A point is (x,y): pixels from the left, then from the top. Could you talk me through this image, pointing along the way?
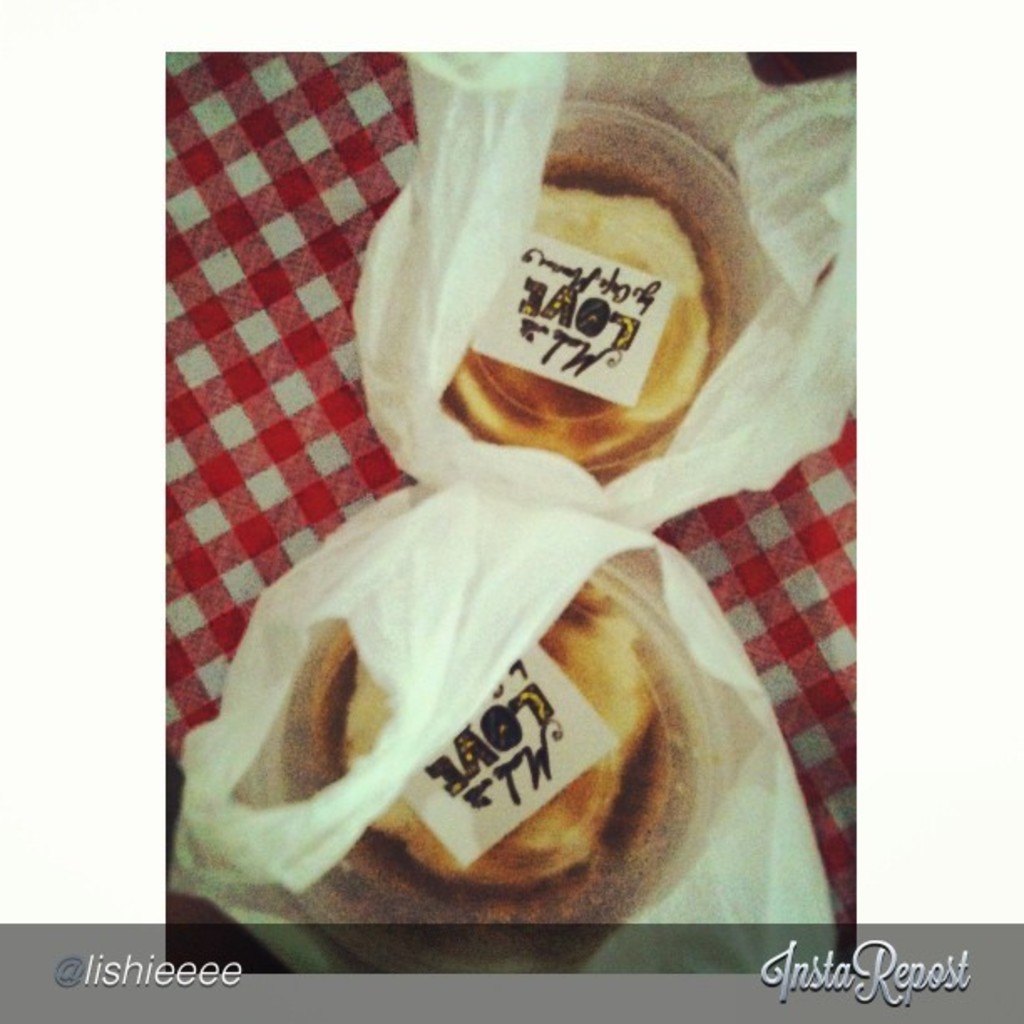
In this picture I can see there is some food (625,752) in the boxes (625,752) and there are in the carry bag (440,595).
